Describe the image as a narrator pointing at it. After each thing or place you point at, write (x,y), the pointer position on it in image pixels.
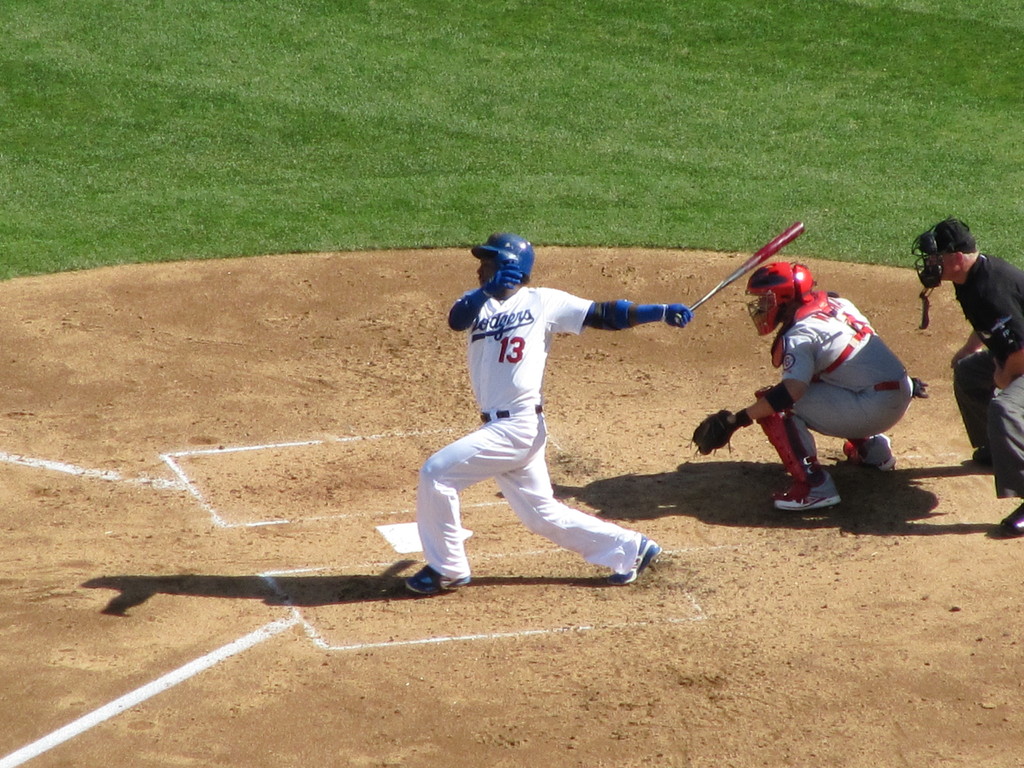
In this image, we can see people (518,321) on the ground (663,463) and some are wearing sports dress (802,358) and helmets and one of them is holding a bat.
